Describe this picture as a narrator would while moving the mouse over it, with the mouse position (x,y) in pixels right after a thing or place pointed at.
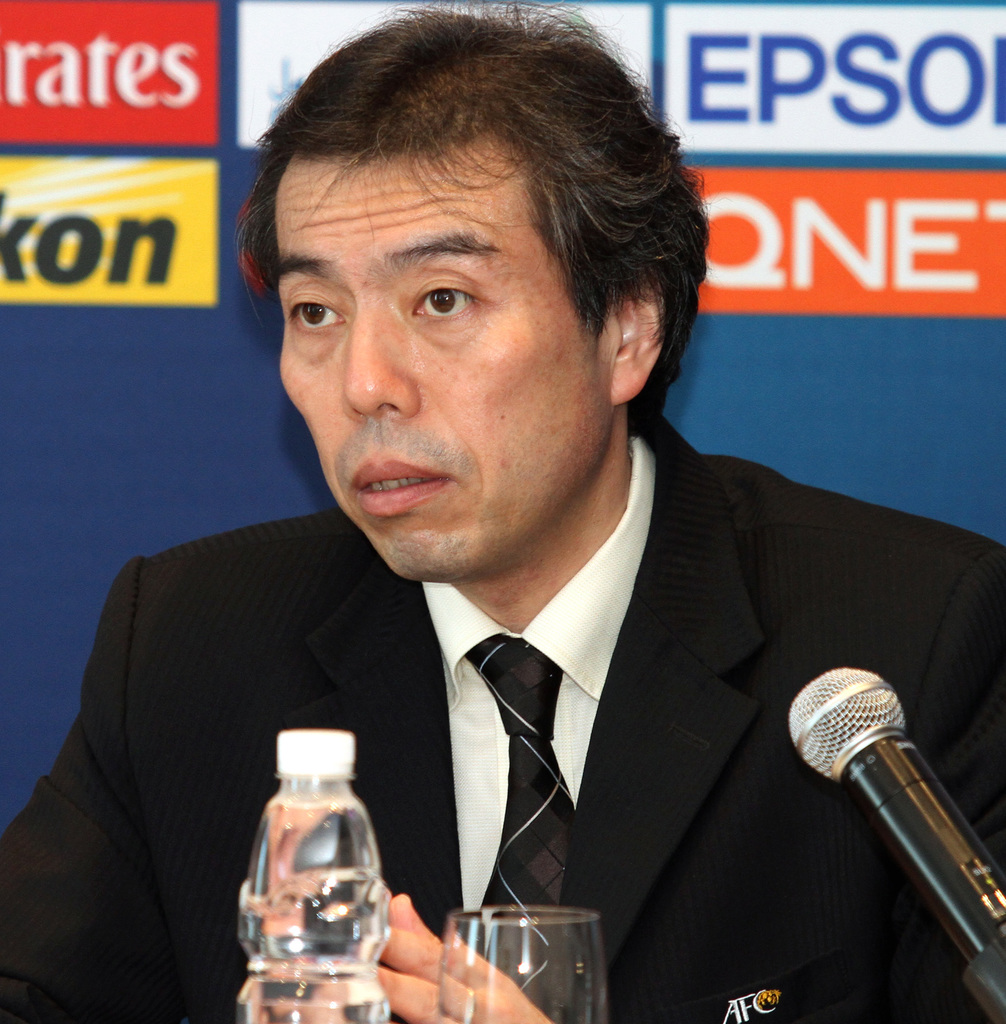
In this picture there is a person (485,596). We can see bottle (383,928), glass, microphone (829,763). On the background (631,40) we can see banner (824,129).
